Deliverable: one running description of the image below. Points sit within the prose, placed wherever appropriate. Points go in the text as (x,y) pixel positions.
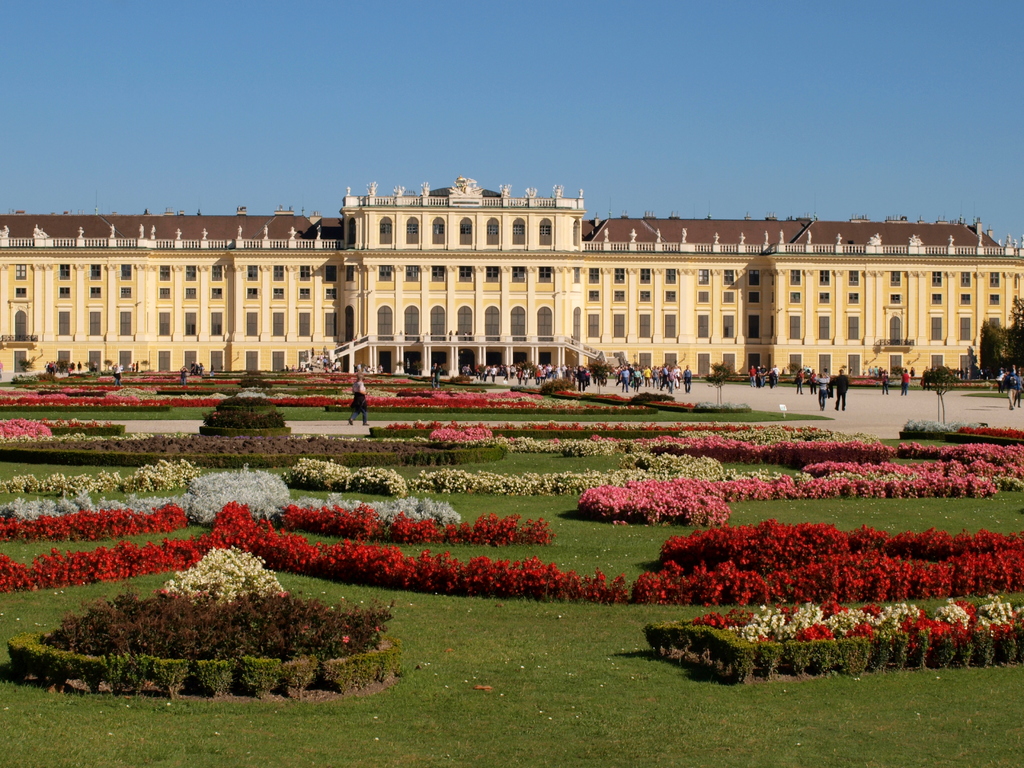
In this picture I can see a building (500,301) and group of people (688,381) standing on the ground (975,405). Here I can see a garden (206,557) which has plants (532,587) and grass (433,631). In the background (460,67) I can see the sky (433,79).
